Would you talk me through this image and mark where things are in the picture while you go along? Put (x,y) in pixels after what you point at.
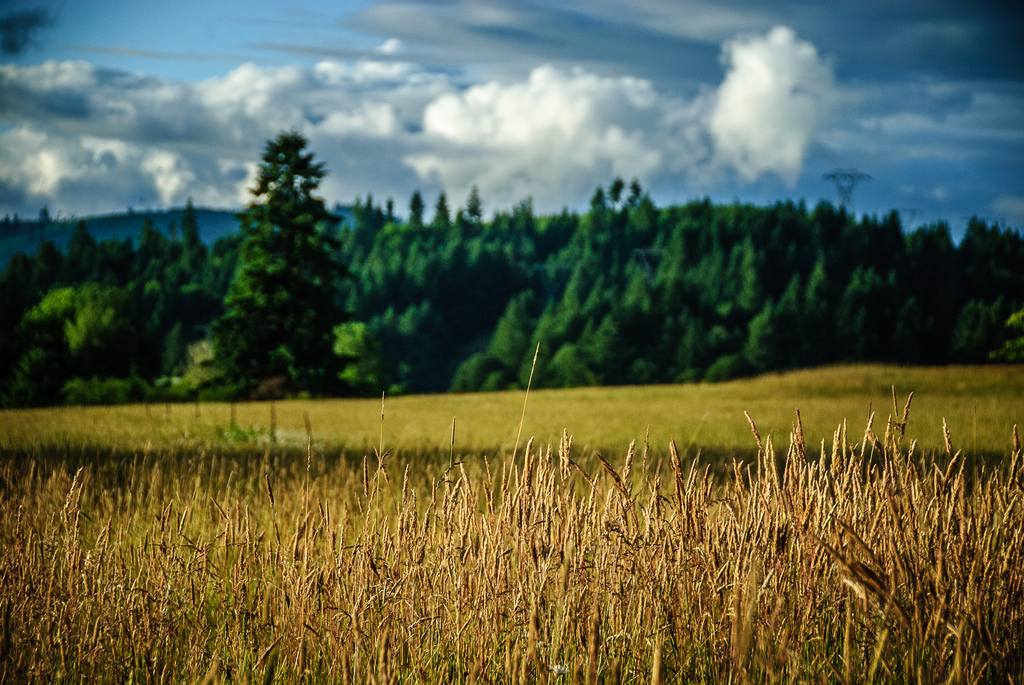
There is a field (399,526) at the bottom of this image (566,516). We can see trees (276,309) in the middle of this image (386,296) and the cloudy sky (419,144) is in the background (426,123).
